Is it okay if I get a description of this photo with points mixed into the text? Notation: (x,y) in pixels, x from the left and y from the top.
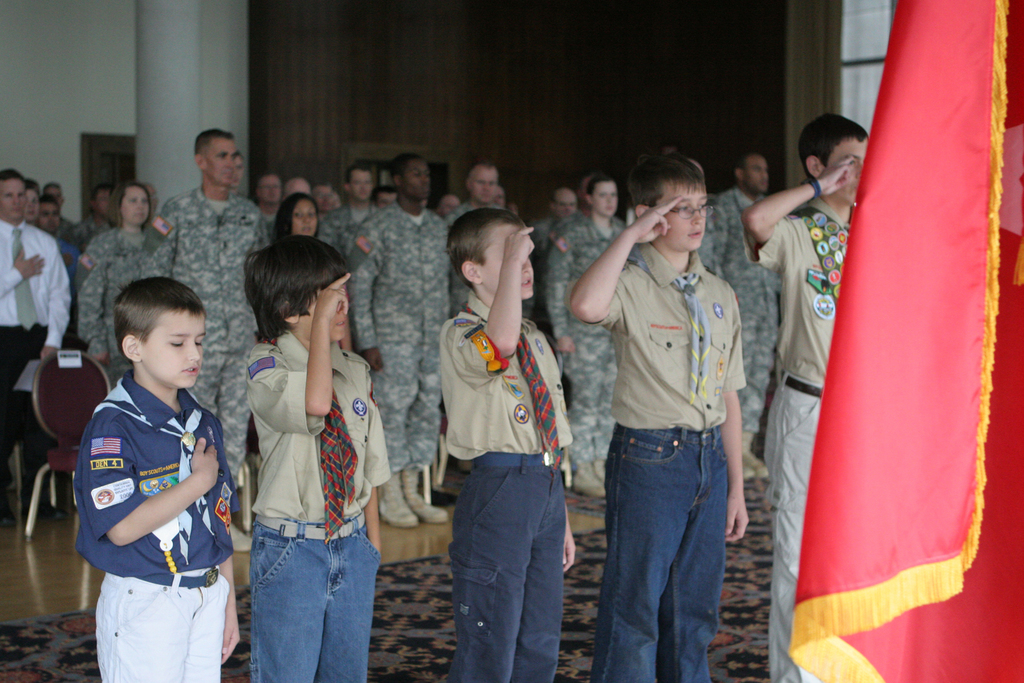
In this picture in the front (867,326) on the right side (937,388) there is a flag (948,398). In the center (393,374) there are persons (297,232) standing. In the background (172,92) there is a pillar (170,90) and there are doors (109,155).
